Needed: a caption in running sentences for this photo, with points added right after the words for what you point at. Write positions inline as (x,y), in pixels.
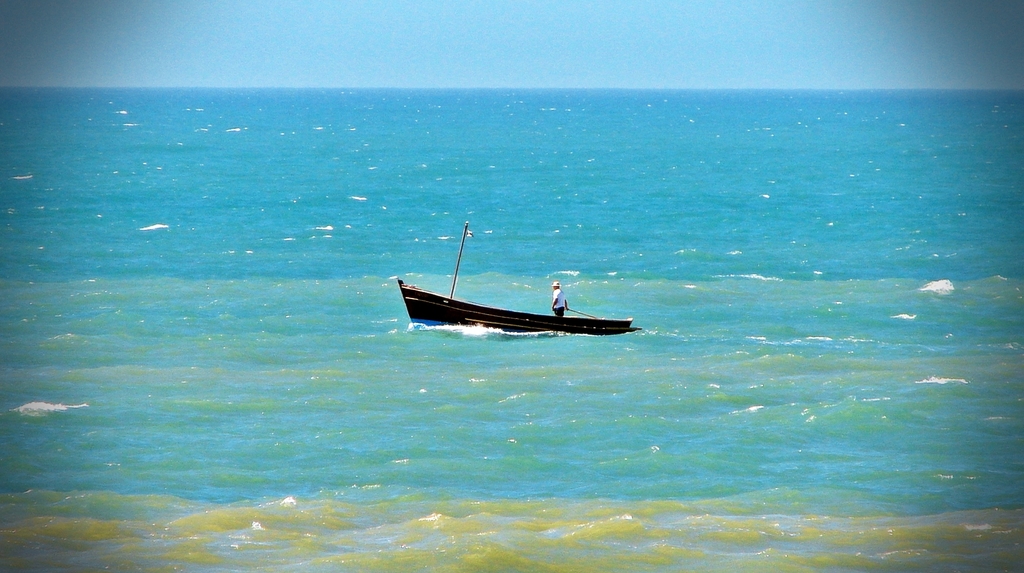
In this picture I can see the water (483,207) and in the center (440,311) I can see a boat (421,320) on which there is a person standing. In the background (247,48) I can see the clear sky (565,57).
